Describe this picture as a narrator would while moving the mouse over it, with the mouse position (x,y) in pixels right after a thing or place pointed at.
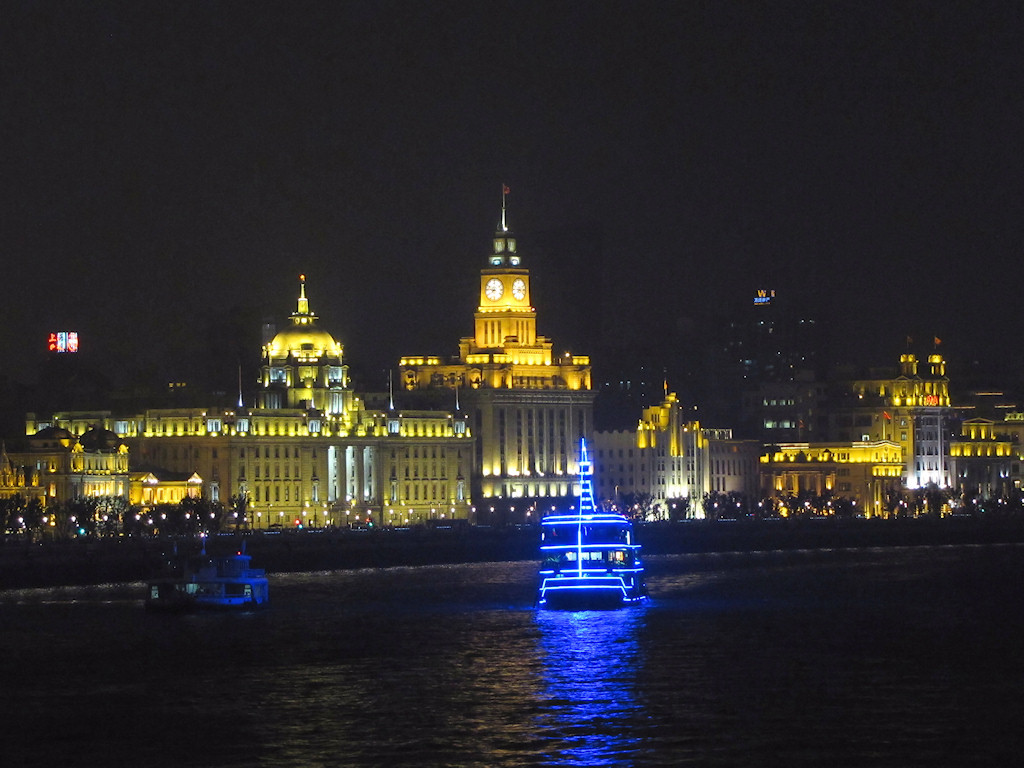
In this image I can see the water (615,673), two boats (594,598) in the surface of the water (591,612), blue colored light (591,517) to the boat (556,534), few lights (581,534), few trees (219,523), few poles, few buildings (523,499) and a clock (498,286) to the building (482,274). In the background (324,186) I can see the dark sky (447,112).
